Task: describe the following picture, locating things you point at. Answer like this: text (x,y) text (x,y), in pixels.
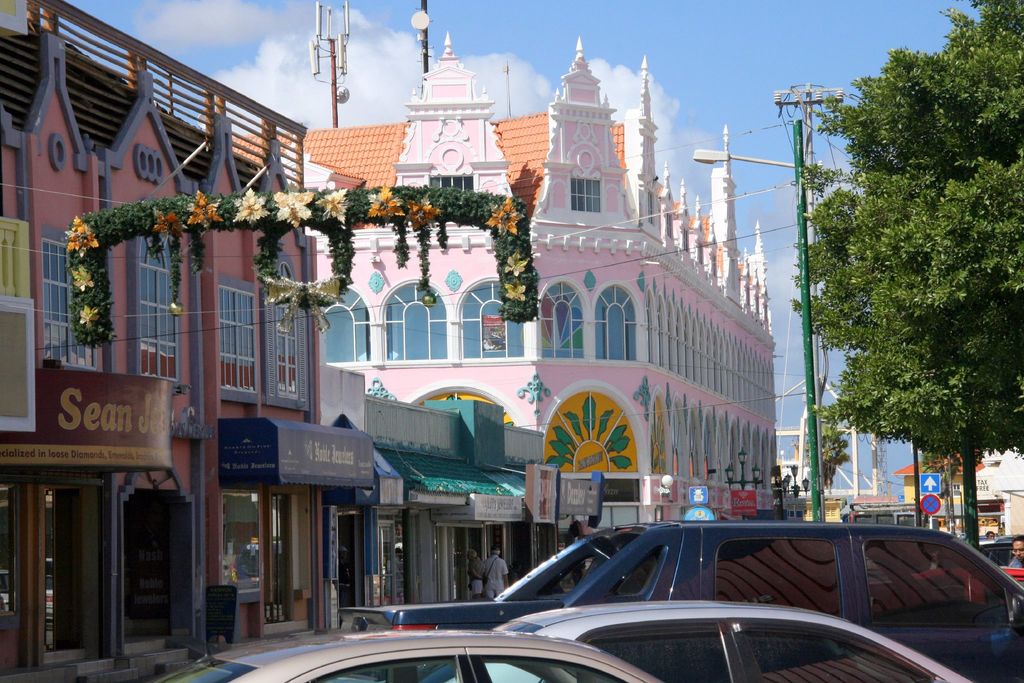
This picture consists of building (684,353), in front of the building (675,349) there are persons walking and vehicles (642,536), sign boards (2,381), poles (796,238), trees (847,256), power line cables (592,231) and decorative item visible at the top (198,50) I can see the sky (748,57).
